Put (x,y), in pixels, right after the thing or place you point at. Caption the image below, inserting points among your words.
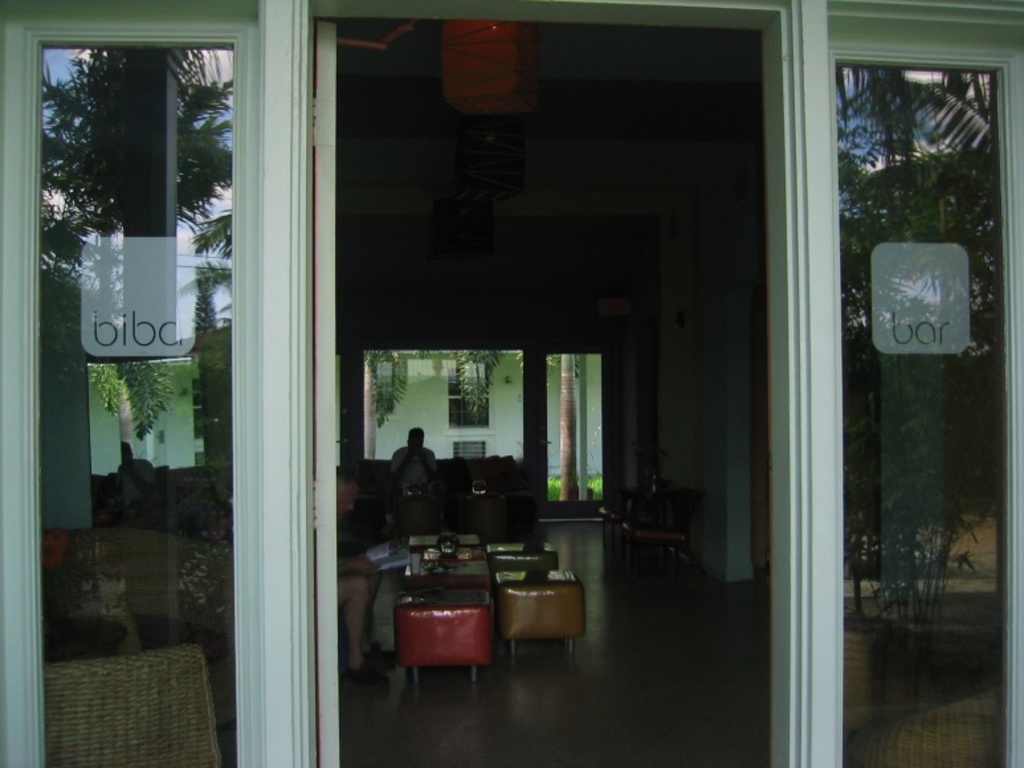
In the center (344,511) we can see two persons (348,557) were sitting on the couch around the table (474,537). On table (427,544), we can see few objects (415,555). And on the left (44,240) there is a glass (48,479). And coming to background (621,329) we can see trees (571,403), building (446,403), wall (690,393), chairs (643,535) etc.
